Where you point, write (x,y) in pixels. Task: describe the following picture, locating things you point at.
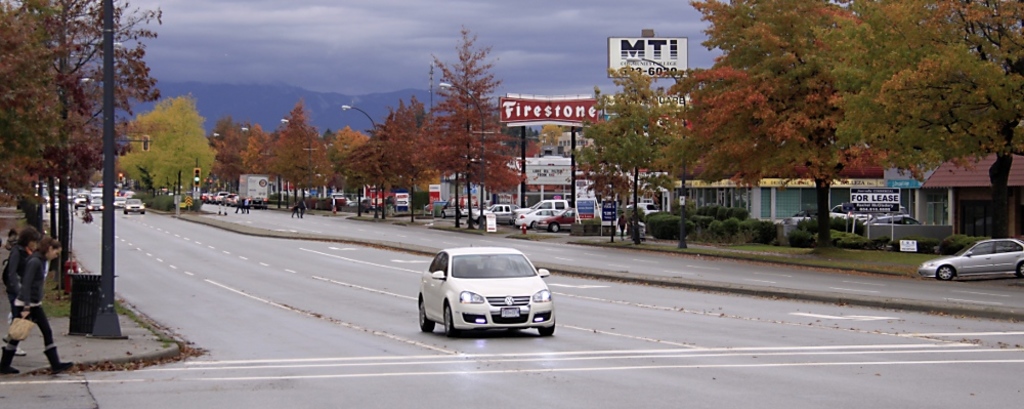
In this image we can see some cars (421,296) on the road (235,336). We can also see some poles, a group of people (45,333), a group of trees (304,183), plants (806,229), the sign boards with some text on them, street poles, some vehicles (563,213) placed on the ground (543,232), some buildings (772,183), the hills (281,100) and the sky (272,73) which looks cloudy.
